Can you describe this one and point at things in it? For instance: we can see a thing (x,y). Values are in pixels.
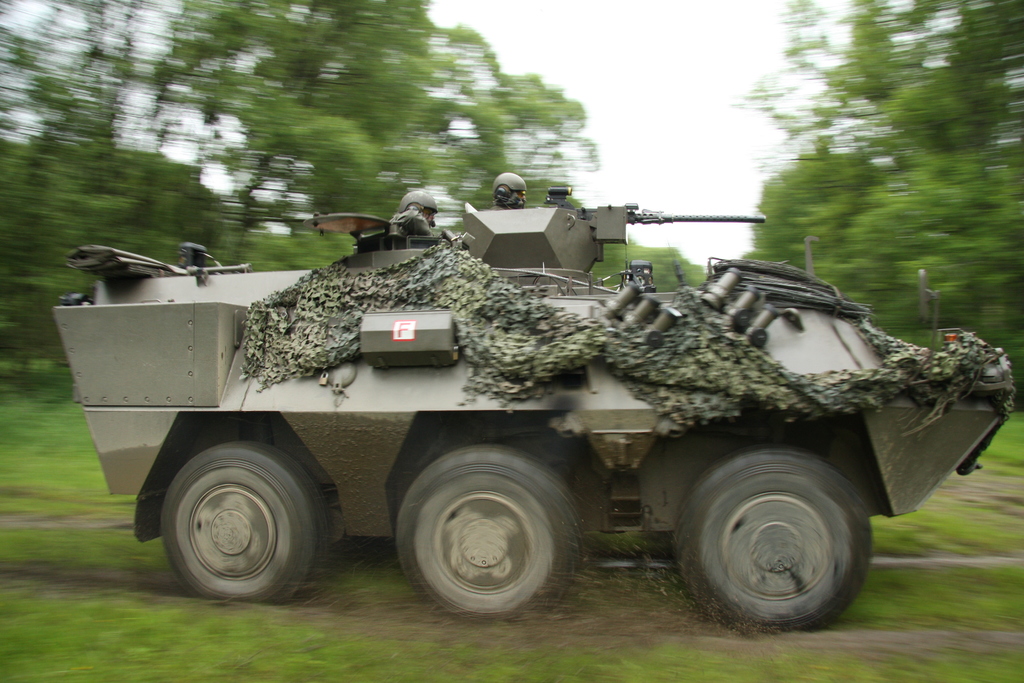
In the image we can see the vehicle (395,310) and in the vehicle (476,217) there are people (425,205) wearing helmets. Here we can see grass (309,663), trees (388,201) and the sky (652,58).
